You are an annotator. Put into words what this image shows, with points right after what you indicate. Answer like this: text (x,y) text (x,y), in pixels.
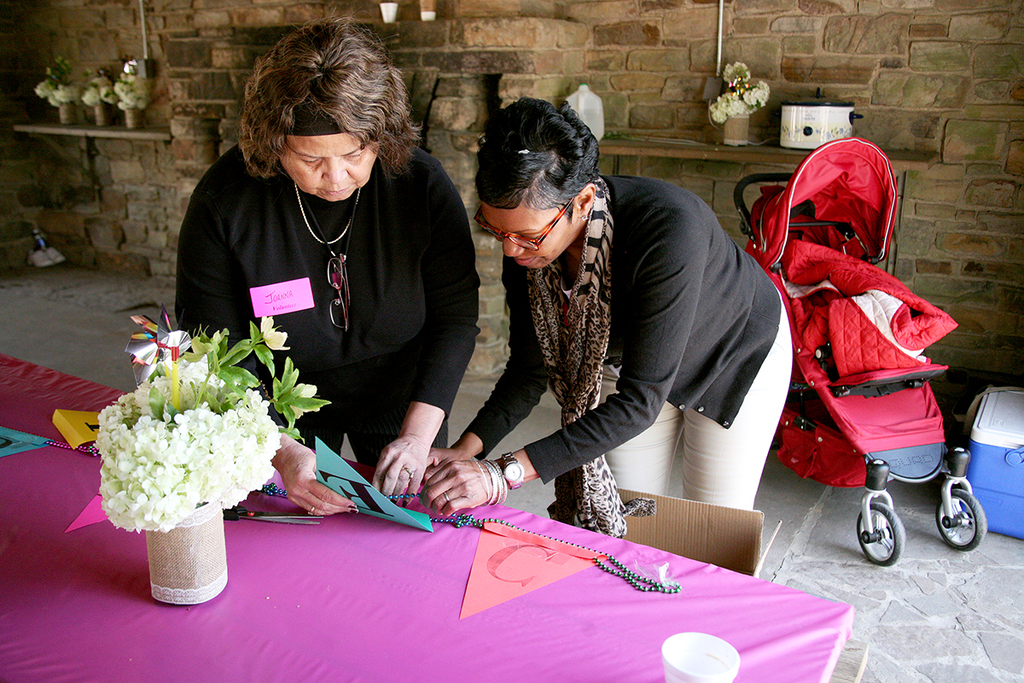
Here we can see two women (530,457) and they are holding a paper (409,517). And there are pearls (651,586). This is a baby stroller (846,195). Here we can see a table (359,595), flower vases (180,592), cup (685,676), box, and a bottle (595,127). This is floor (860,605). In the background (135,219) there is a wall (497,24).
